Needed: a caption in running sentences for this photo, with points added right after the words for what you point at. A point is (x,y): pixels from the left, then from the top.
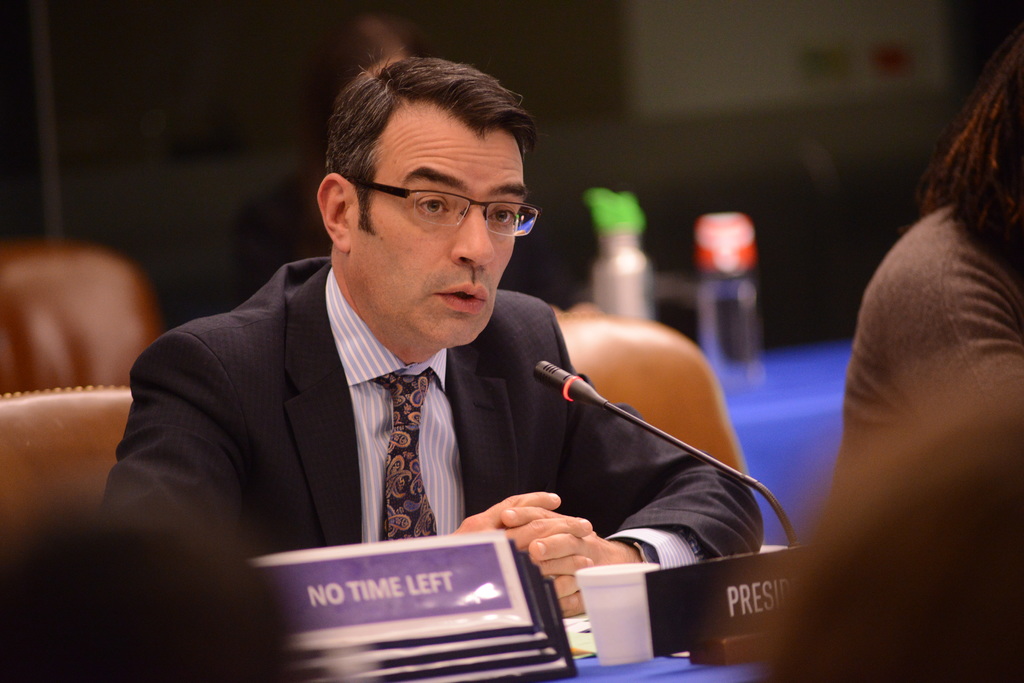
In this image there is a person (413,462) sitting on a chair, in front of him there is a table (733,673), on that table (619,678) there are plates (435,651), cup (633,648) and a mike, in the background (298,10) it is blurred.
